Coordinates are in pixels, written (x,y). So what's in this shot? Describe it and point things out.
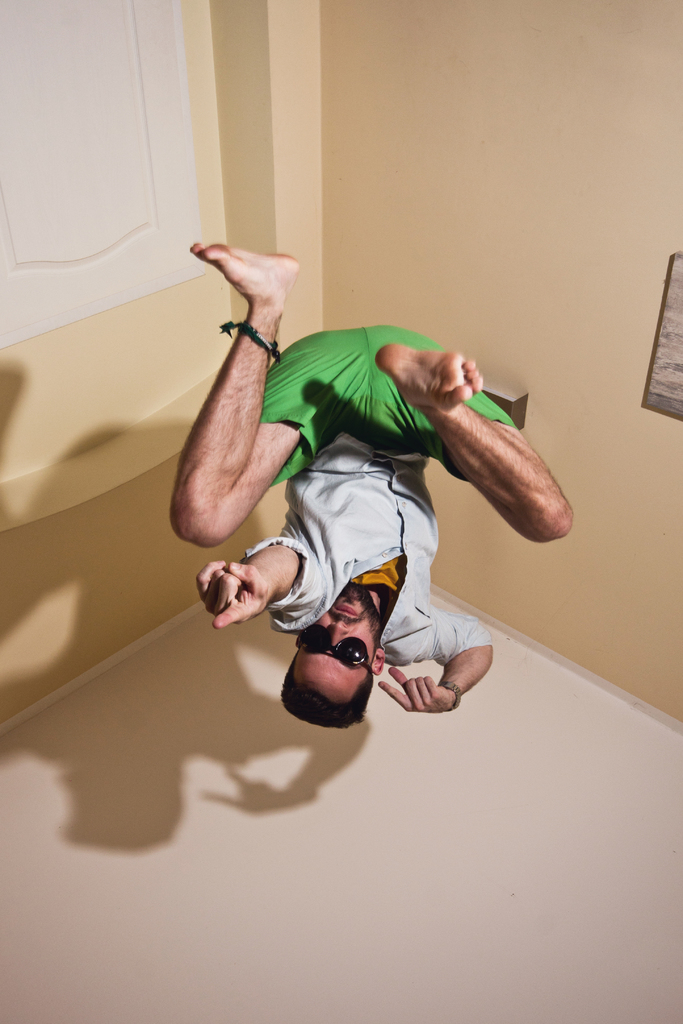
This image is taken indoors. At the bottom of the image (369,860) there is a ceiling (334,806). In the background (309,261) there is a wall (537,265) with a picture frame (665,314) on it and there is a door (58,190). In the middle of the image (311,488) there is a man (357,544).
